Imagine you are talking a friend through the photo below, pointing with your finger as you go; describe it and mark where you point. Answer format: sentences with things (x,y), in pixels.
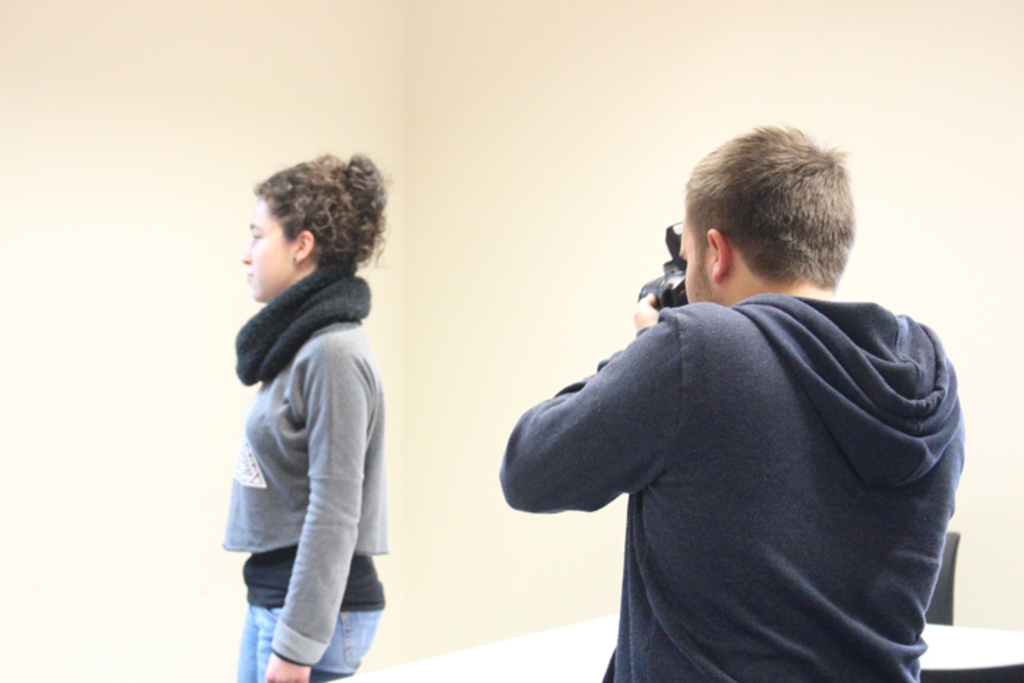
This image consists of a woman (251,662) standing and wearing gray jacket (318,496). To the right (734,444), there is a man (851,517) holding a camera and capturing the woman (319,617). In the background (578,117), there is a wall (517,13) in cream color.
